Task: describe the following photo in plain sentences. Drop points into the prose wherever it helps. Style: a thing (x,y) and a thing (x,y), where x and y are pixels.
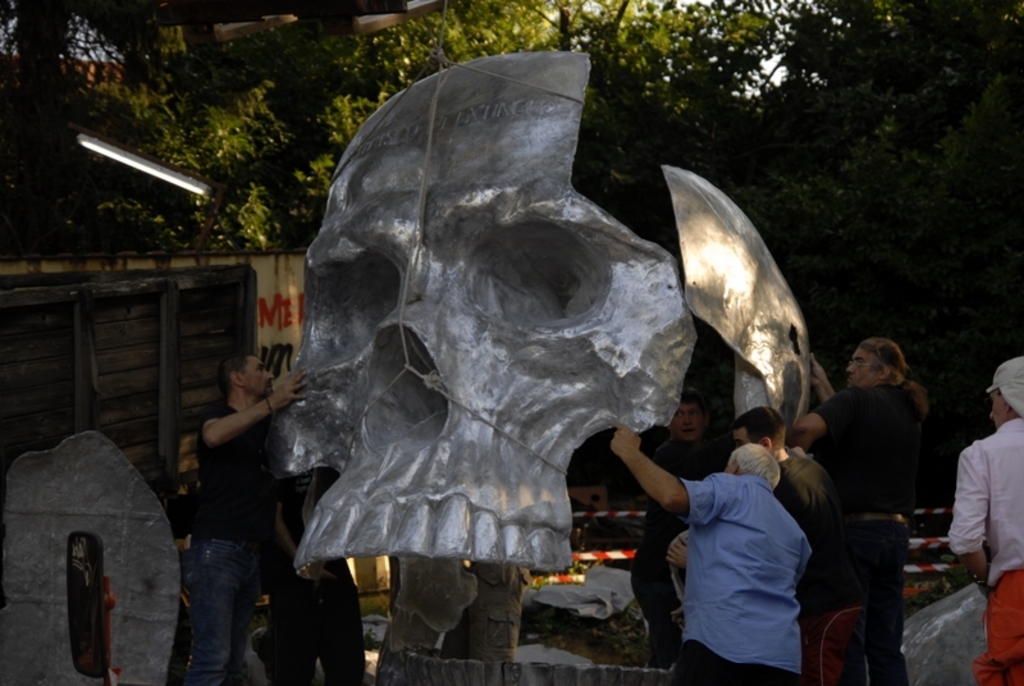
There are persons (1014,492) in different color dresses (1000,519), one of them is holding a statue (689,286) of a skeleton (620,378). On the right side (750,527), there is a person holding this statue (439,414). In the background (269,231), there is a light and there are trees (223,197).
